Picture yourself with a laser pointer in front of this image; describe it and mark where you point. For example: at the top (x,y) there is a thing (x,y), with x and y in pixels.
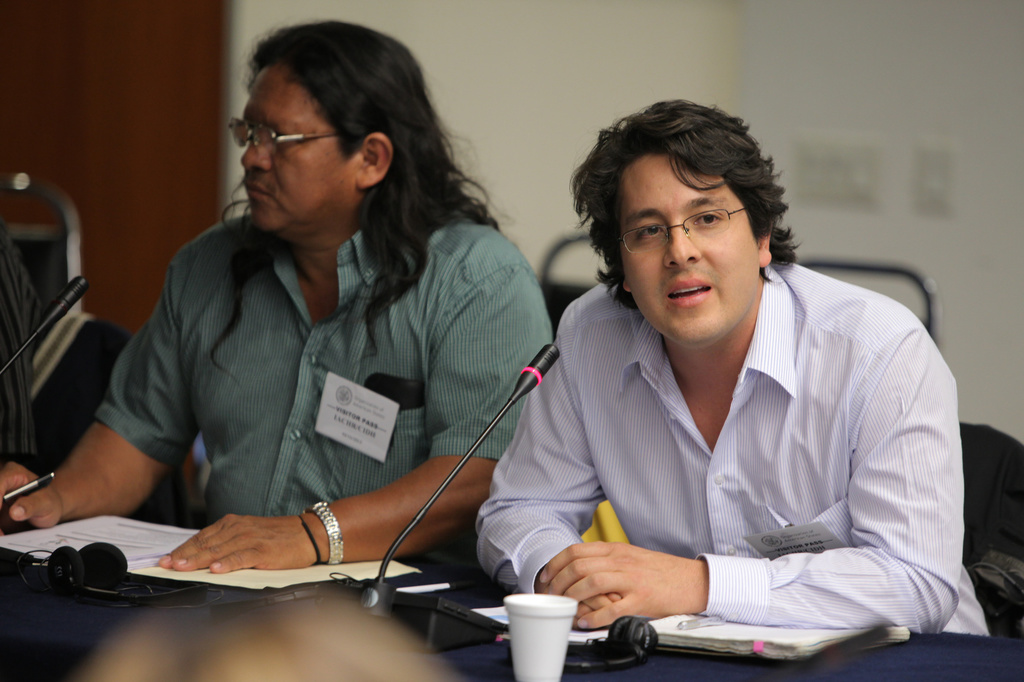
In this image we can see people (667,521) sitting. At the bottom (719,637) there is a table (681,651) and we can see books (222,574), glass (545,651), mics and headsets (172,597) placed on the table (493,671). In the background (515,184) there is a wall (543,49) and we can see a pen (30,484).
